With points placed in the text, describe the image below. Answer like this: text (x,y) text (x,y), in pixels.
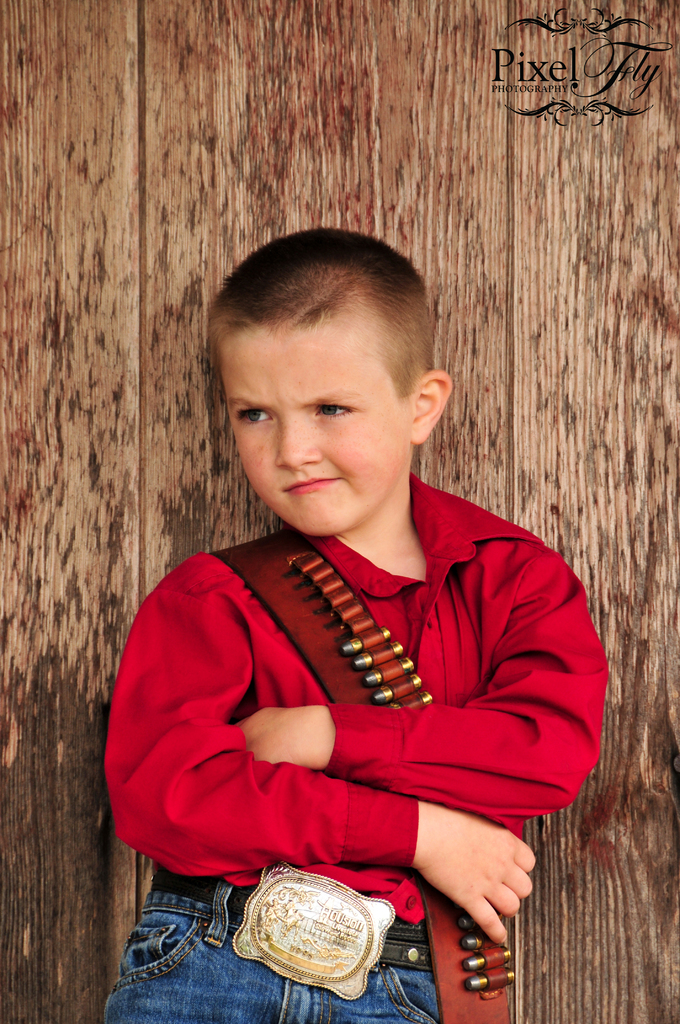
In the center of the image (375,382) there is a boy (310,452) standing. In the background (441,133) there is a wall (568,371).
